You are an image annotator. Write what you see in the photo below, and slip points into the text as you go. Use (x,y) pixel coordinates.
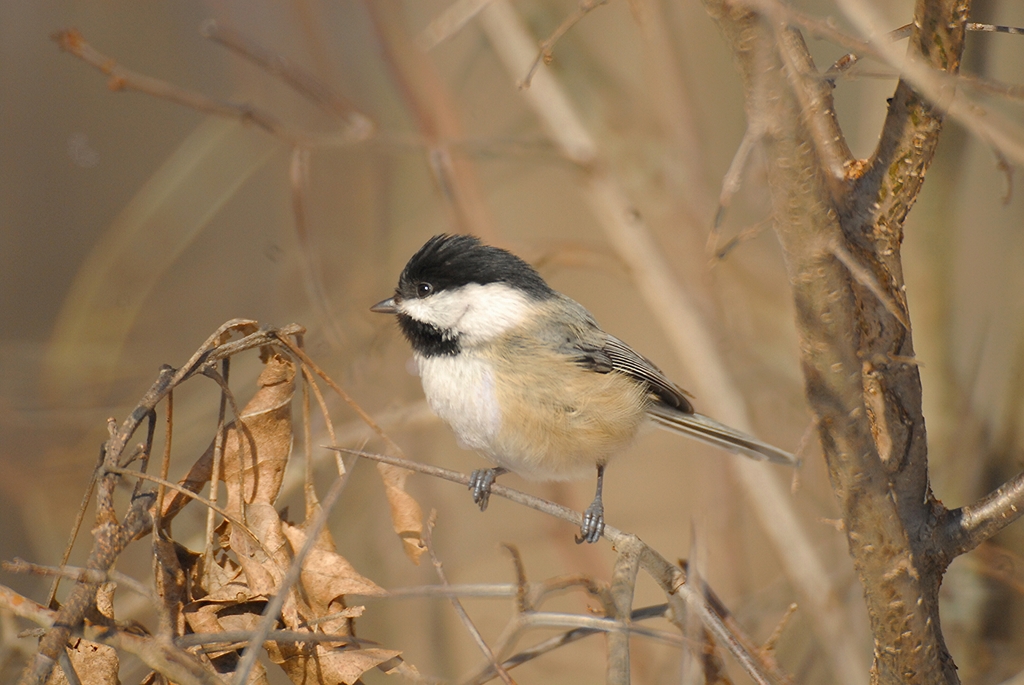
On the left side of the image (244,592) have dried leaves (251,580). In the middle of the image (559,327) have a bird (601,360) which have three colors black, white and cream. On the right side of the image (813,404) have branches (871,300) of a tree (875,173). The complete picture look like a photograph.
